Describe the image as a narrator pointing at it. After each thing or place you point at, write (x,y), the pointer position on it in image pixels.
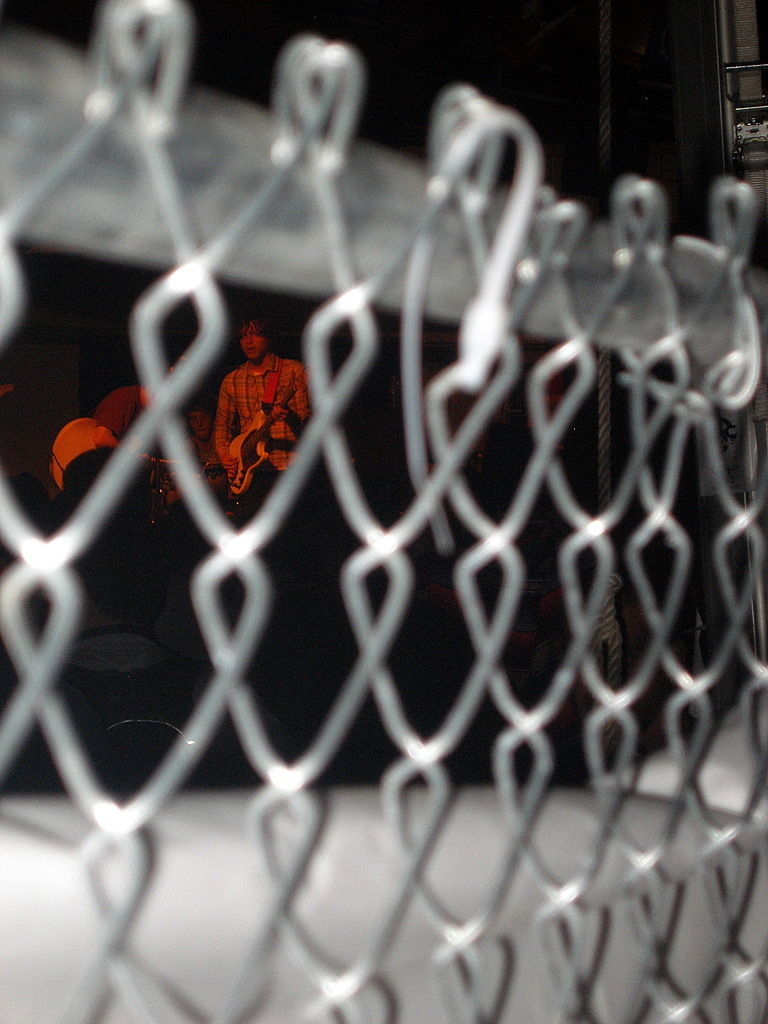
In this image we can see the fence (373,647). Through the fence (358,563) we can see some people (103,586). The background of the image (244,1) is blur.
